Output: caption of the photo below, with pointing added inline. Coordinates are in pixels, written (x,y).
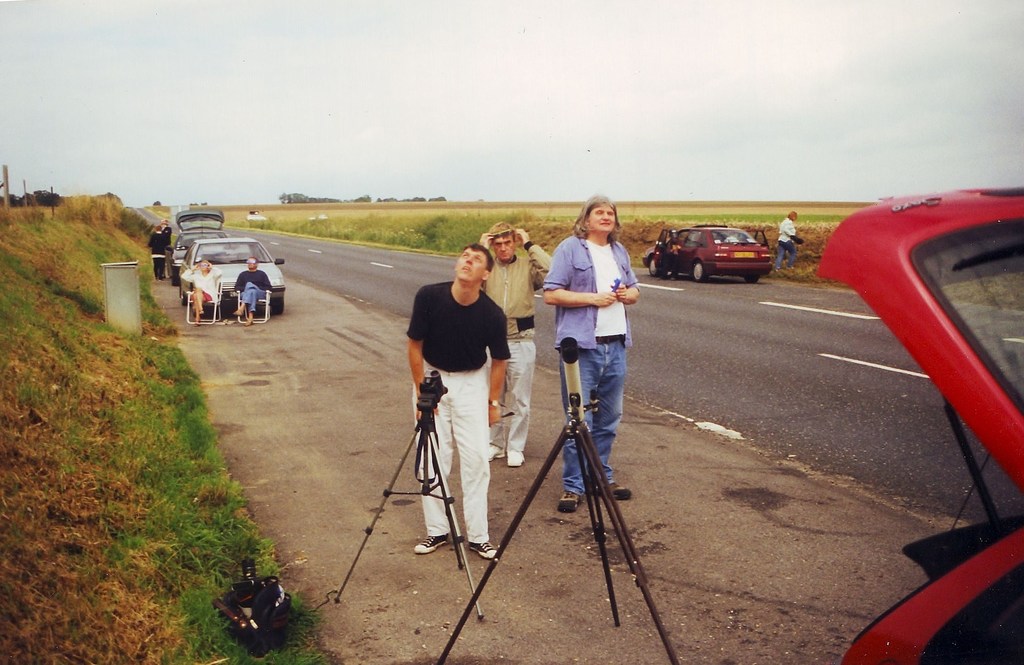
This image is clicked outside. There is sky (675,81) at the top (432,117). There are cars (836,265) in the middle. There are some persons (510,350) standing in the middle (532,345). There are two stands (444,390) in the front (418,405).
